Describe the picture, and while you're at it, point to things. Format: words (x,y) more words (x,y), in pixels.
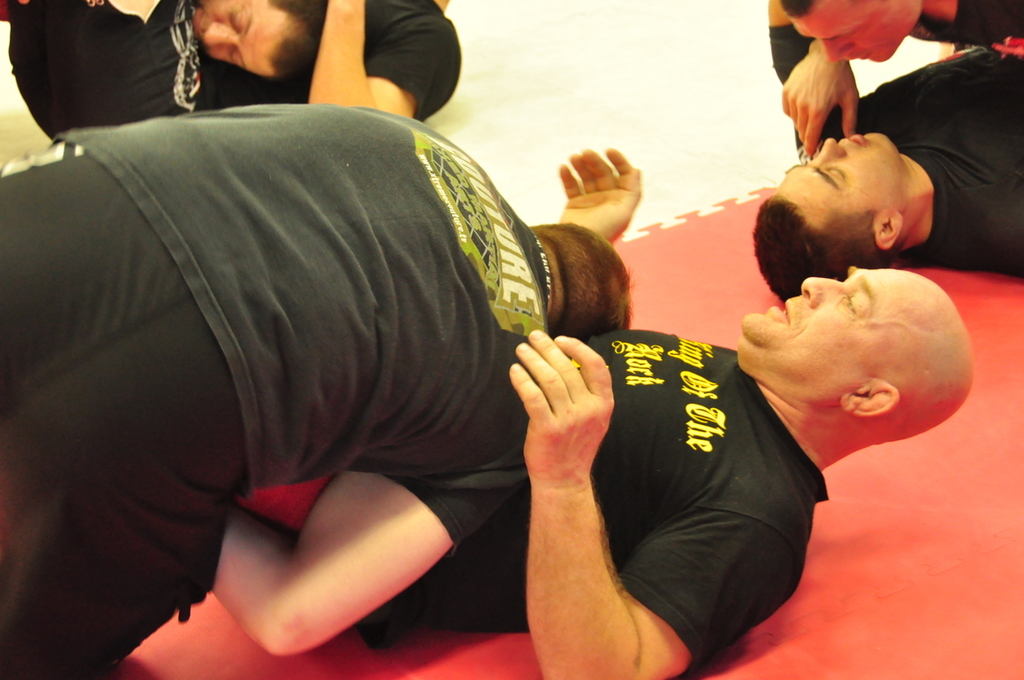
In this picture we can see a group of people (109,400) where some are lying on the ground (730,113) and some are on them.
